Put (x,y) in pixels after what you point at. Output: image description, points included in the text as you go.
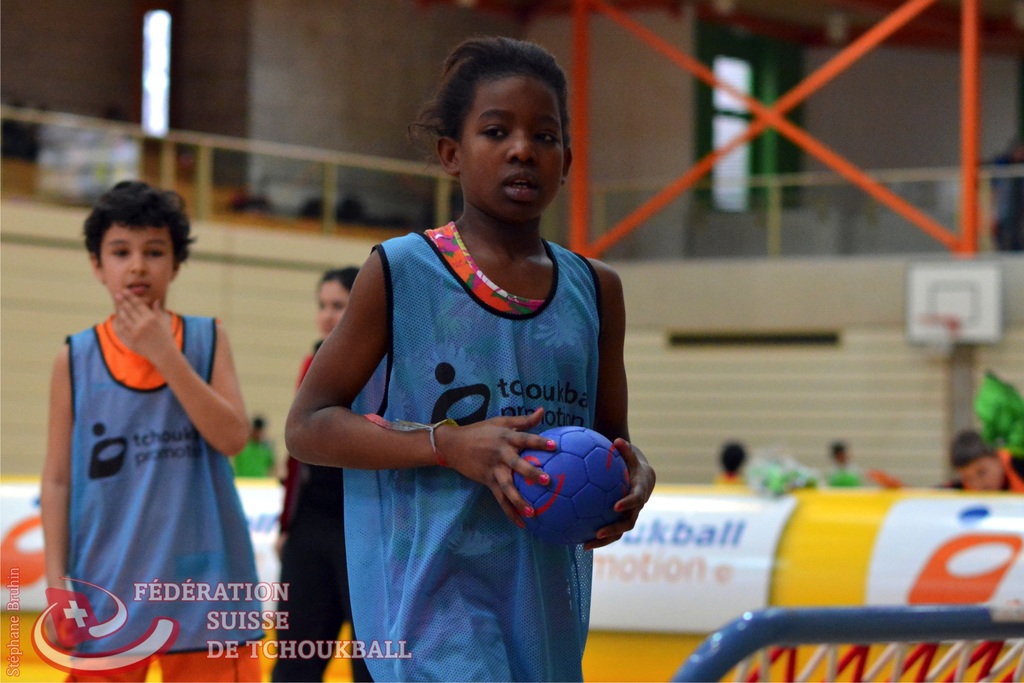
In this picture I can see three persons (257,682) standing, there is a person (491,379) holding a ball (615,458), and in the background (989,538) there are group of people (988,479), boards (1023,519), basket ball hoop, there are iron rods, and there is a watermark (75,644) on the image.
